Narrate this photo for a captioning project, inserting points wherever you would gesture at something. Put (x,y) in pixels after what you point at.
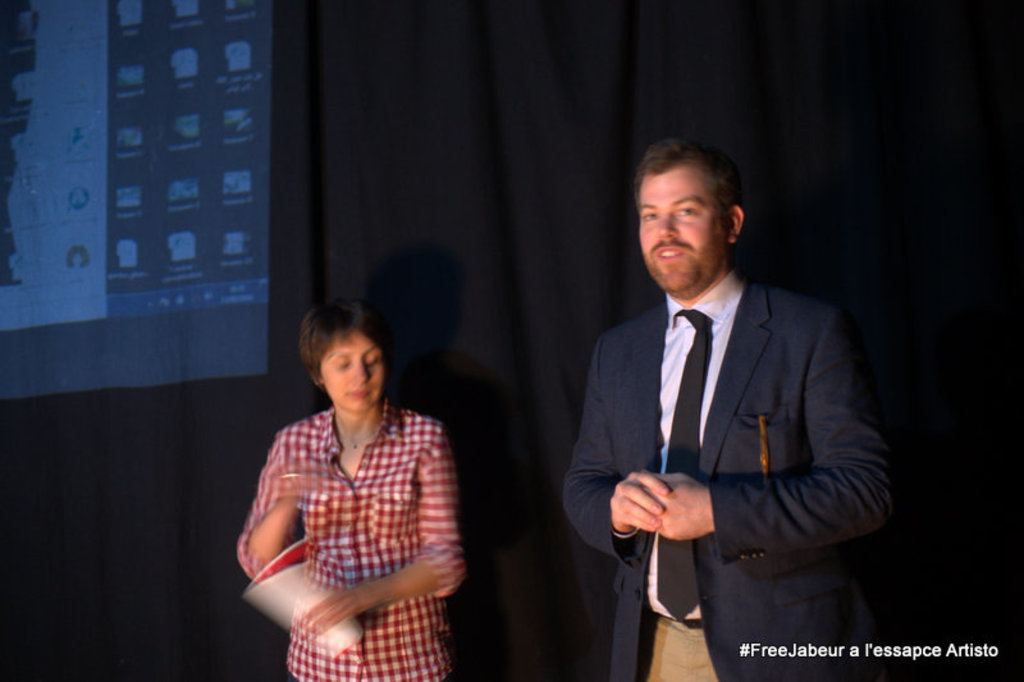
In this image we can see two persons (394,494), male person (568,494) wearing suit (607,444) and female (362,569) wearing red color shirt (367,469) standing and in the background of the image (321,190) there is black color curtain (407,183) and some video (94,168) is displaying on it.
